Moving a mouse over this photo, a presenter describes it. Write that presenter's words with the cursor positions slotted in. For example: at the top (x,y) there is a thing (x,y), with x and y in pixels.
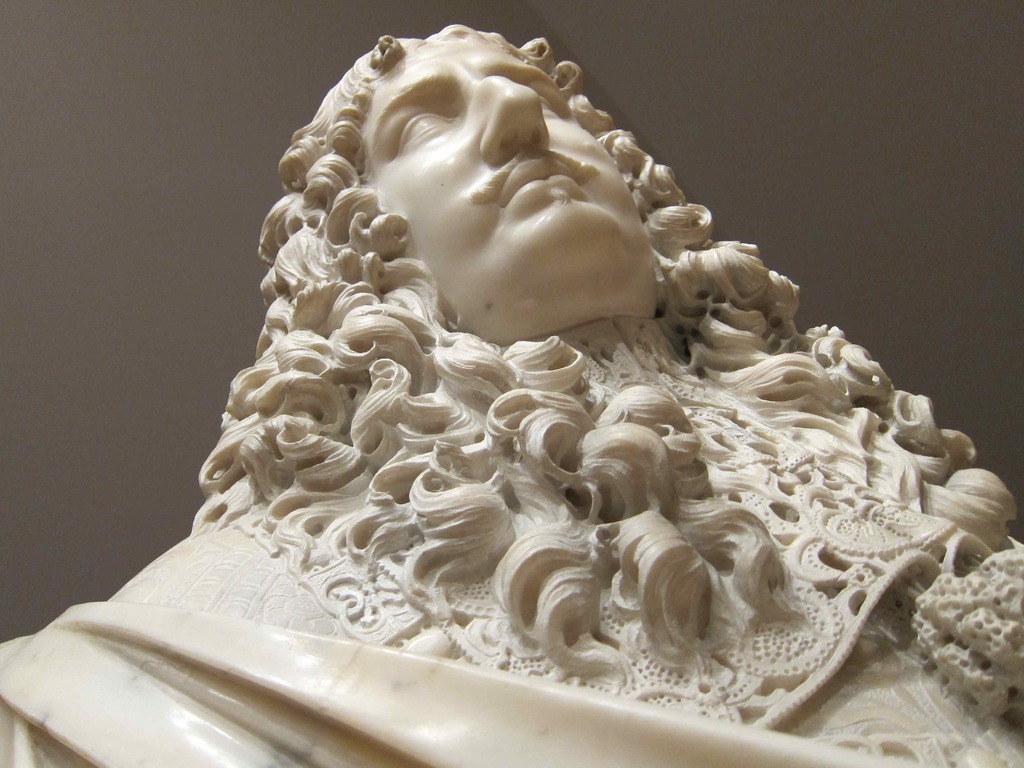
In this image we can see a statue (557,471). On the backside (141,234) we can see a wall (96,263).
